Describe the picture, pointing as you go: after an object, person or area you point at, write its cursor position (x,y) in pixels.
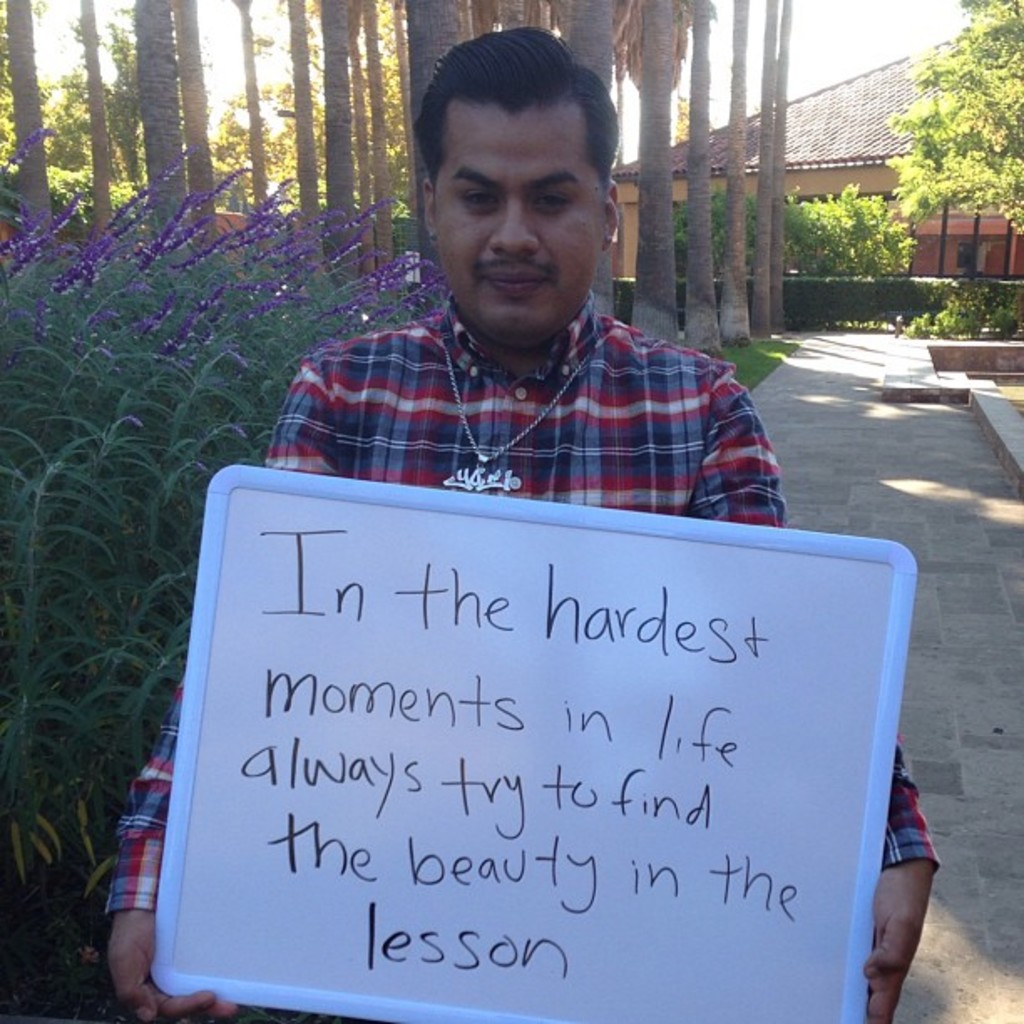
In the center of the image (423,343) we can see a man (913,815) is standing and holding a board (537,760). On the board (586,749) we can see the text (585,870). In the background of the image (952,119) we can see the trees (962,103), house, roof (847,141), plants (826,218), flowers (360,275), grass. On the right side of the image (836,363) we can see the pavement (955,636). At the top of the image (673,125) we can see the sky (916,16).
